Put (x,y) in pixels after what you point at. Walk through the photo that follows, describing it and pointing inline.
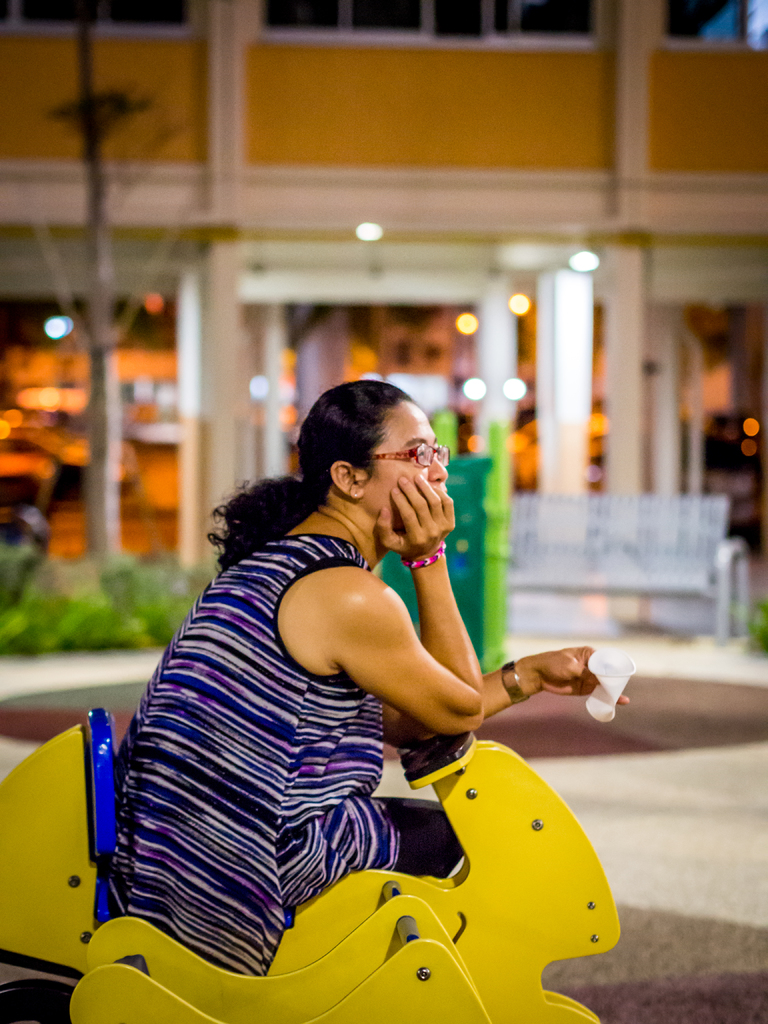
At the bottom of this image (349,735), there is a woman (232,714) in a T-shirt (232,714), sitting on a seat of a yellow color object (556,826) and holding a glass (610,680). In the background (217,377), there are lights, a tree (86,540) and a building (746,59). And the background (765,378) is blurred.
